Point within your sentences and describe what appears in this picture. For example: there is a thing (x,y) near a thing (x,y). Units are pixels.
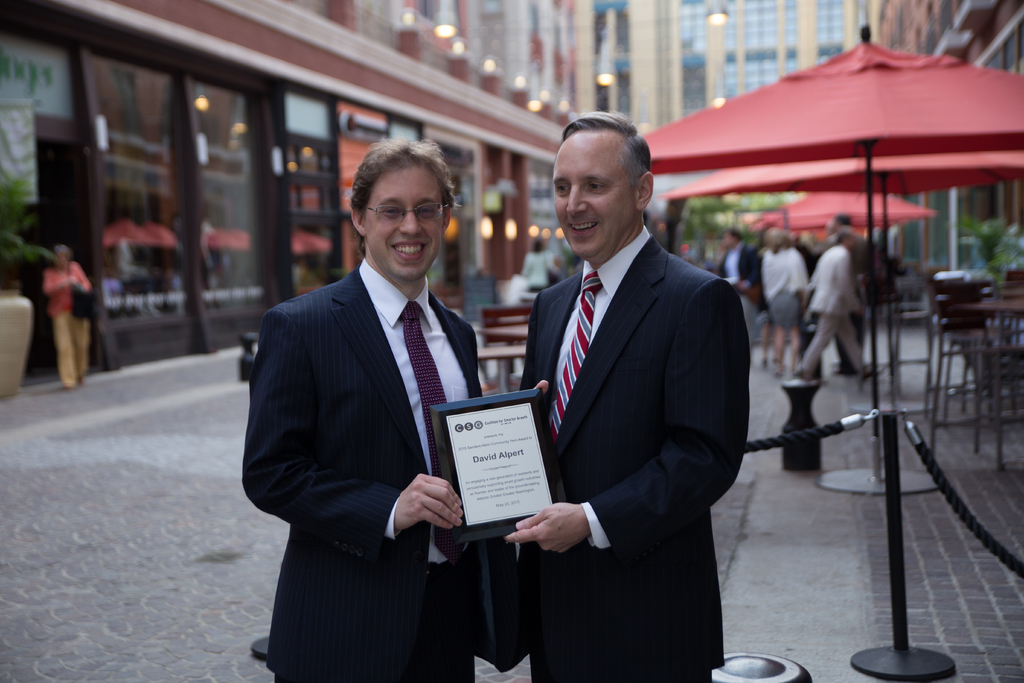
In the center of the image (530,327) we can see two men (536,365) standing holding a memento (553,489). On the backside (519,346) we can see some tents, a pole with some ropes (987,530), tables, some plants (987,270), a plant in a pot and a building (439,260) with windows (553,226) and some lights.
